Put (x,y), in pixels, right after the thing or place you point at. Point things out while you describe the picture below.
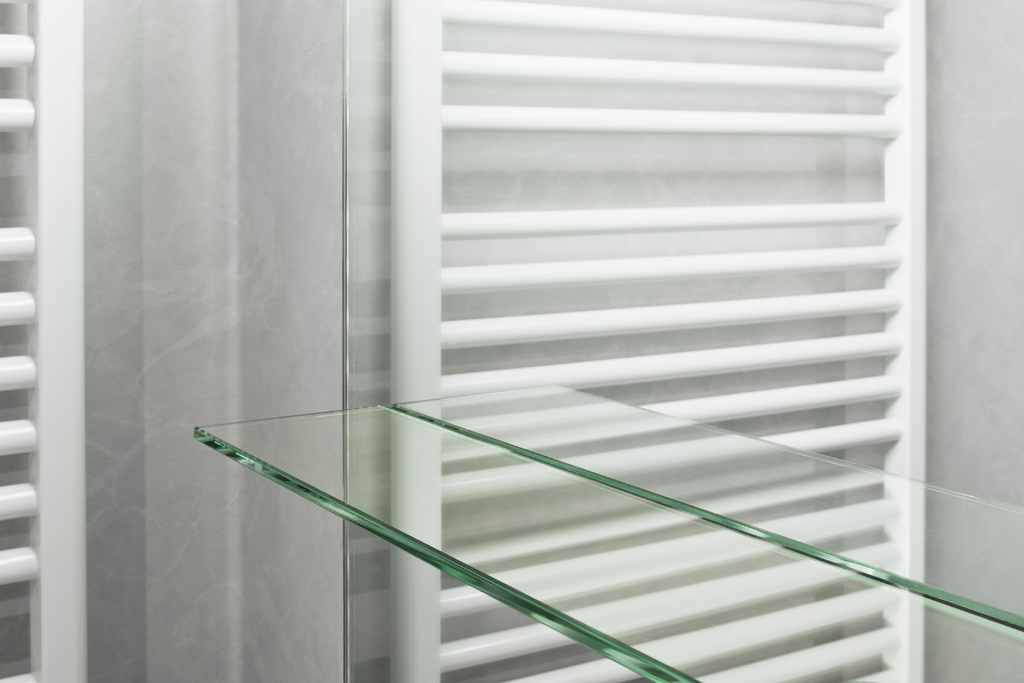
The image is taken in the room (631,619). On the right side of the image (961,618) we can see a glass (642,454). In the background (272,523) there is a radiator (38,376) and a wall (26,394).
